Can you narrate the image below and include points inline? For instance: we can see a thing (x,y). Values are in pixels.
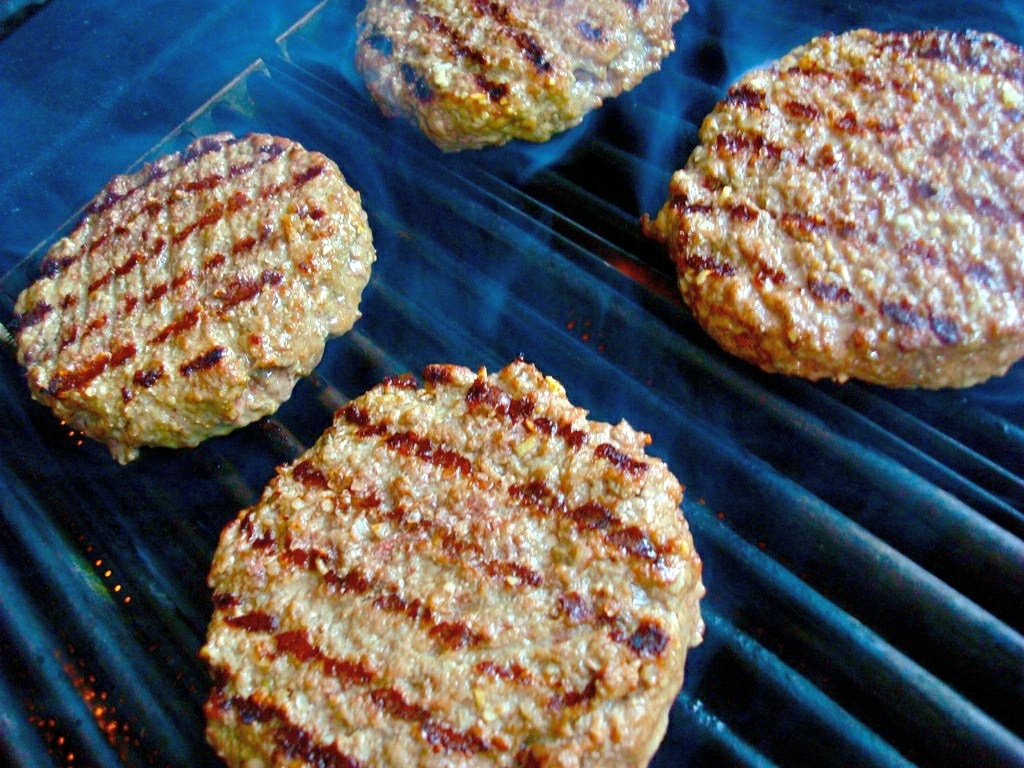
This image consists of food item (310,274). At the bottom (210,691), there is a grill (751,418).
